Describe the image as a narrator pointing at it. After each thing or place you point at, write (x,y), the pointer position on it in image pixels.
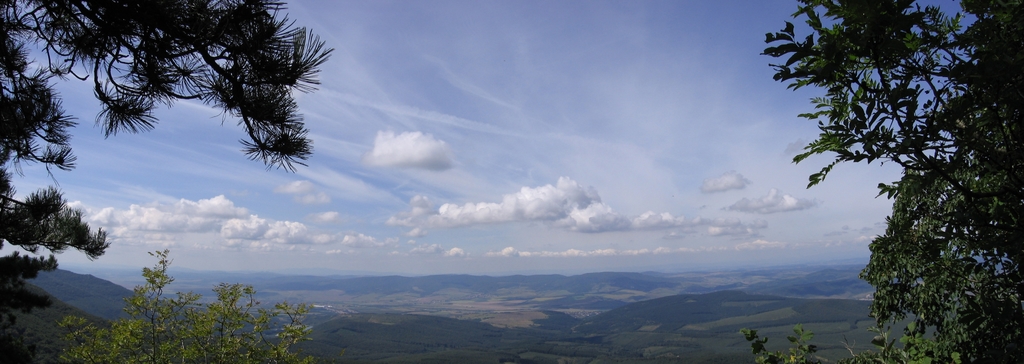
In this picture there is greenery (540,329) at the bottom (499,281) and on the right (873,285) and left side of the image (226,19) and there is sky (539,62) at the top side of the image (348,88).
